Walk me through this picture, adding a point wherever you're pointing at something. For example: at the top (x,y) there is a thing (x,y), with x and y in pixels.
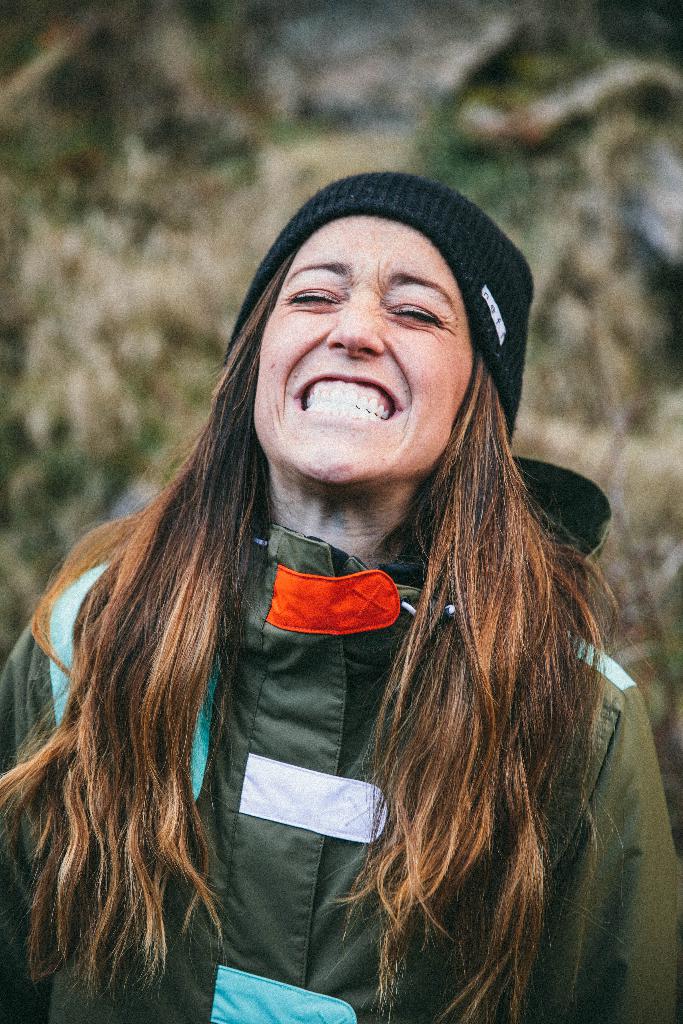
In this image there is a woman (316,812) standing in the middle of this image (367,615) and it look likes some trees (468,145) in the background (388,143).
